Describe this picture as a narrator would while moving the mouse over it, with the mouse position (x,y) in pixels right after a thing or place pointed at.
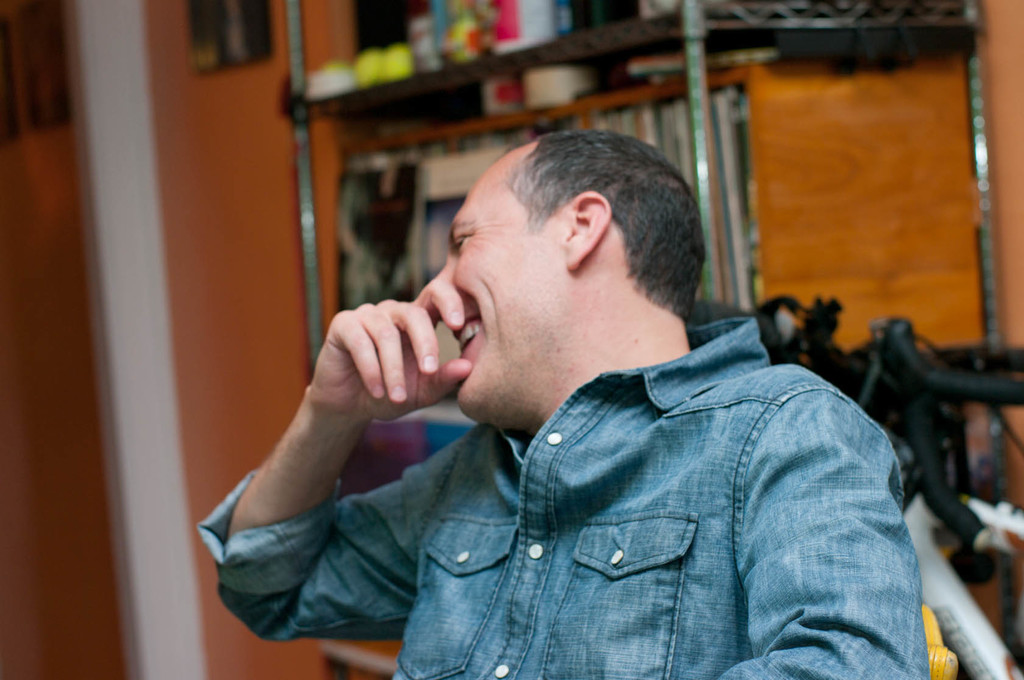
In this image in the front (584,484) there is a person (624,497) sitting and smiling. In the background (440,150) there is a shelf (689,98) and in the shelf (675,90) there are objects (472,148) and there is a wall (253,202) and there are objects (915,400) which are black in colour and white in colour.
